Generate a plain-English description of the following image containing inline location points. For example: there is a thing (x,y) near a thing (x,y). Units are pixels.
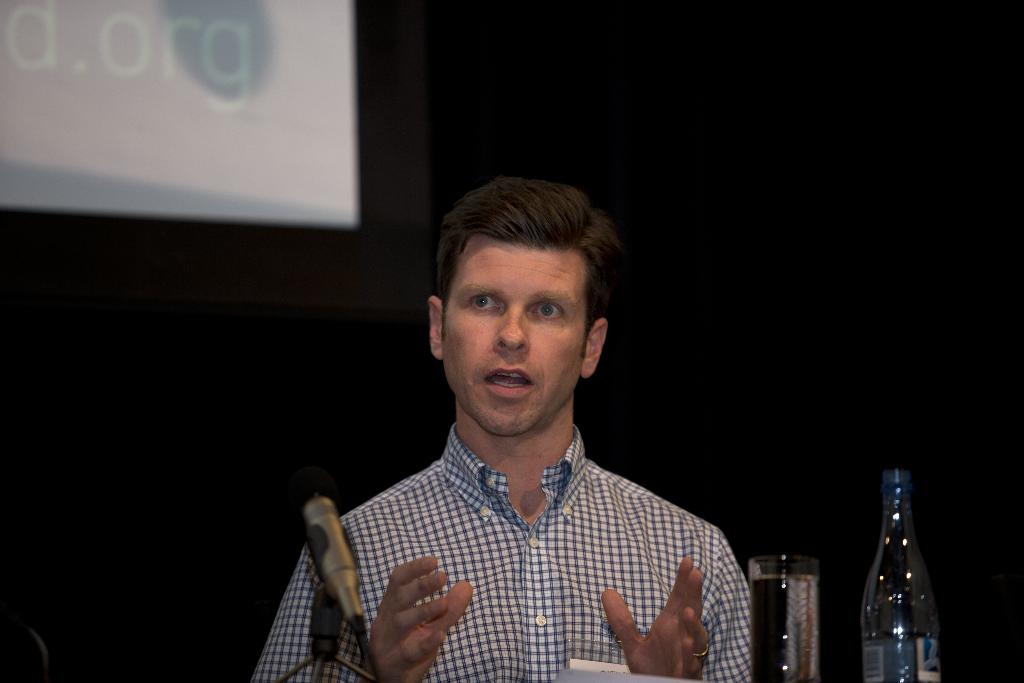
In the middle of the image (482,320) we can see a man (472,390). In addition to this we can see a mic (349,590), a glass tumbler (761,612), a disposable bottle (885,620) and a display (231,163) behind the man (494,334).
